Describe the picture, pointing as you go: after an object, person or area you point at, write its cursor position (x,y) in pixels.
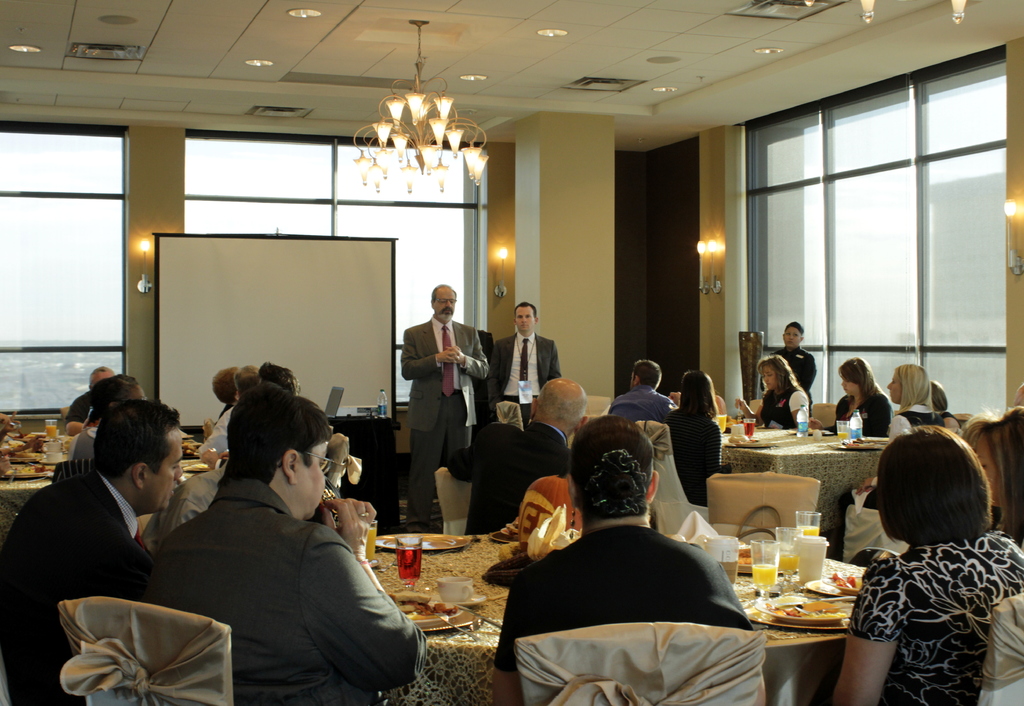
in the picture there are many people (541,429) sitting on the chair (758,514) with a table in front of them there are many food items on the table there are two person (410,335) standing near to them.
